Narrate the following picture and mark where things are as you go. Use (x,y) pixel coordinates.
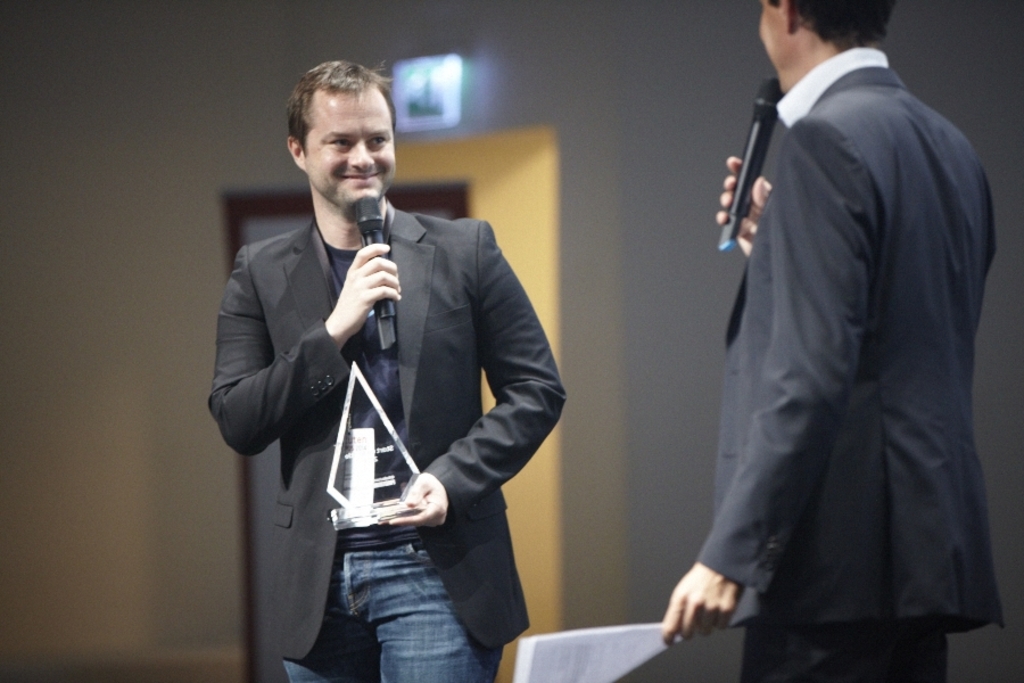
In this image we can see this person (339,415) holding a mic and award (347,518) in his hands (424,511). This person (796,544) is holding a mic (732,227) and papers (556,667) in his hands (673,634). In the background (428,82) we can see a board (436,90) on the wall (488,88).
